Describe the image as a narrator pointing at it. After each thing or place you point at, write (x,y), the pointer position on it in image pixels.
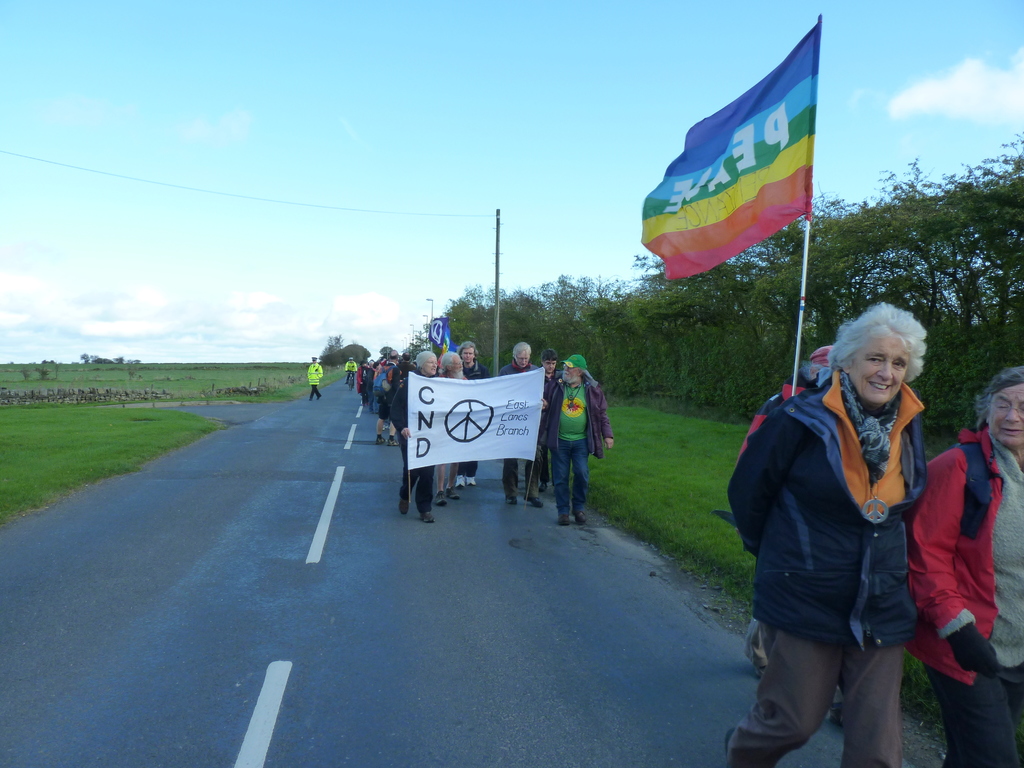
In this image few persons (536,498) are on the road (550,513). Few people (555,490) are holding the banner (480,409). Few people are holding the flags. On both sides of the road (140,507) there is grassland (606,487). Background (940,331) there are few trees (534,317). Top of the image (441,140) there is sky (542,121) with some clouds (959,65).
